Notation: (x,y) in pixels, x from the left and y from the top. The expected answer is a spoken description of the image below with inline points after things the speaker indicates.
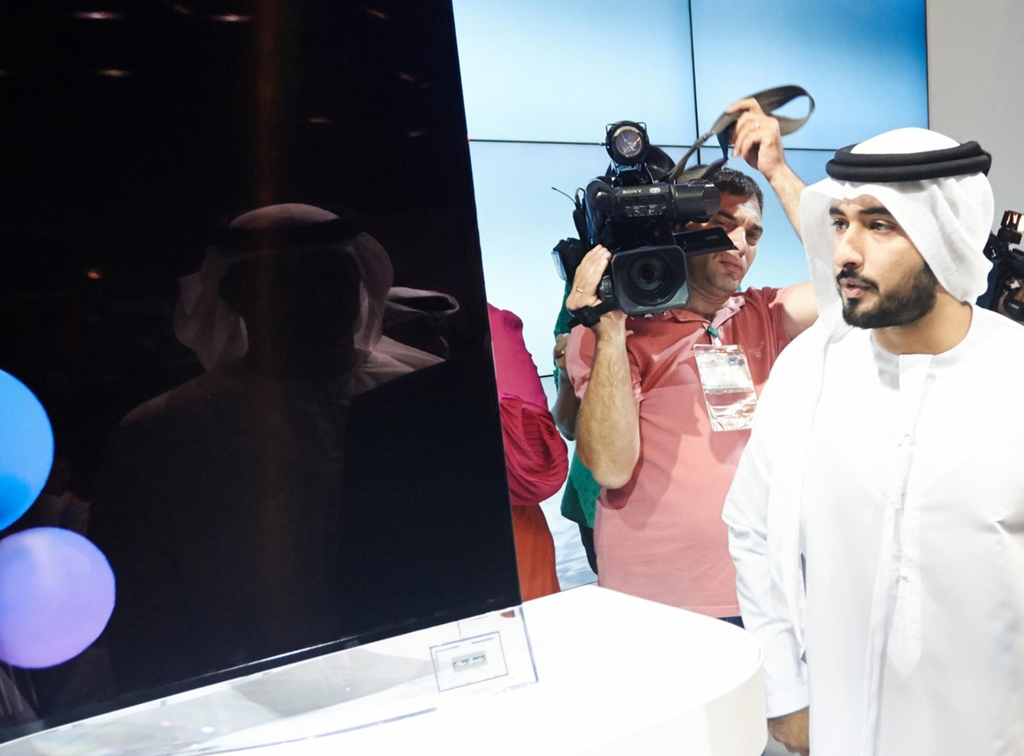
In this picture we can see two persons (1017,725) standing on the floor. This is table (592,649). And there is a screen (457,330). Here we can see a man (633,357) who is holding a camera (658,308) with his hands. On the background (942,98) there is a wall (953,83).
